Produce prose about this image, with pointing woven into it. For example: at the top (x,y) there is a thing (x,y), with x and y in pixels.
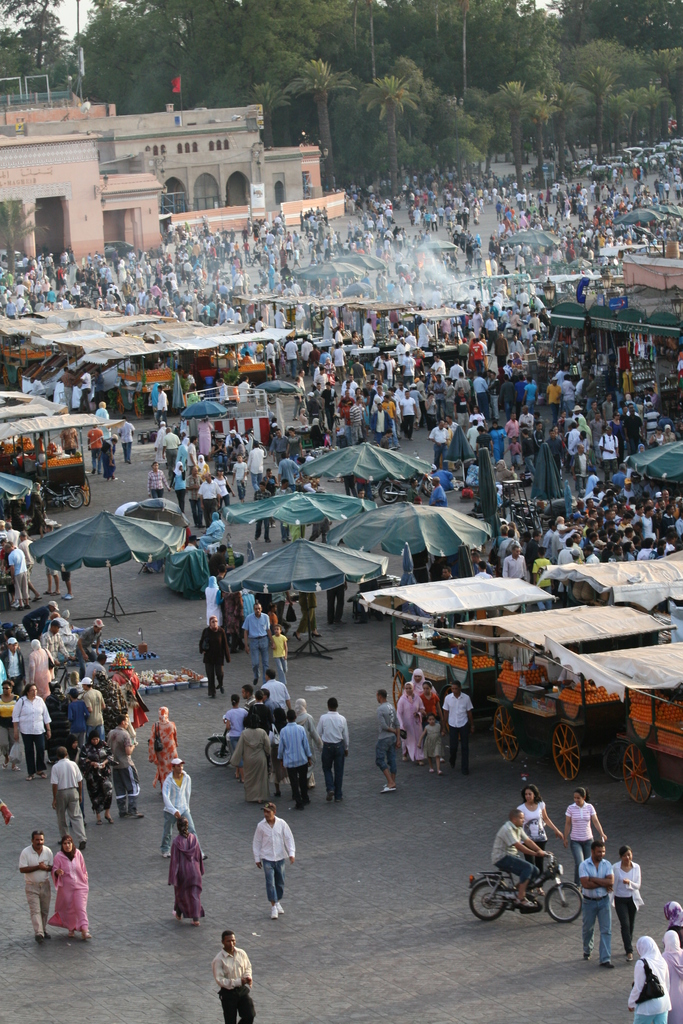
In this picture I can see few people (162,730) are standing and few are walking and I can see few umbrellas (308,505) and carts (637,671) and I can see buildings (209,144), trees (227,72) and couple of them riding motorcycles (558,918).
